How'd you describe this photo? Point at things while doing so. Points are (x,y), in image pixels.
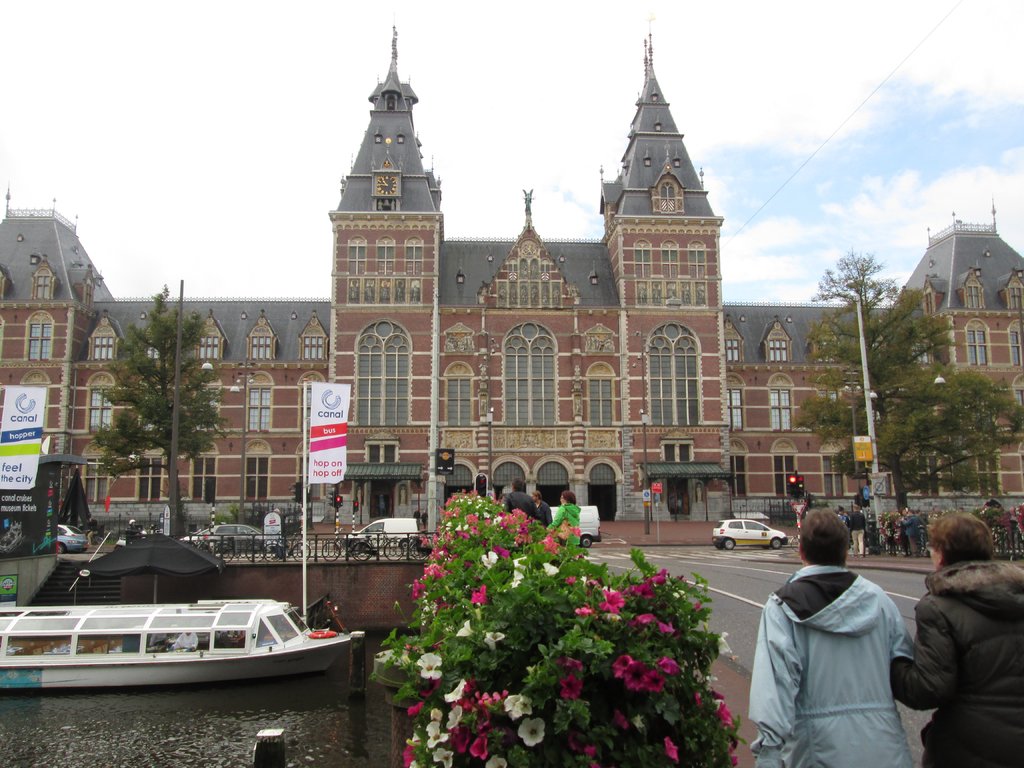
In this picture we can see a boat (150,631) in the river (61,726) and people (840,671) walking on the road (654,549) in front of a building (574,343).
